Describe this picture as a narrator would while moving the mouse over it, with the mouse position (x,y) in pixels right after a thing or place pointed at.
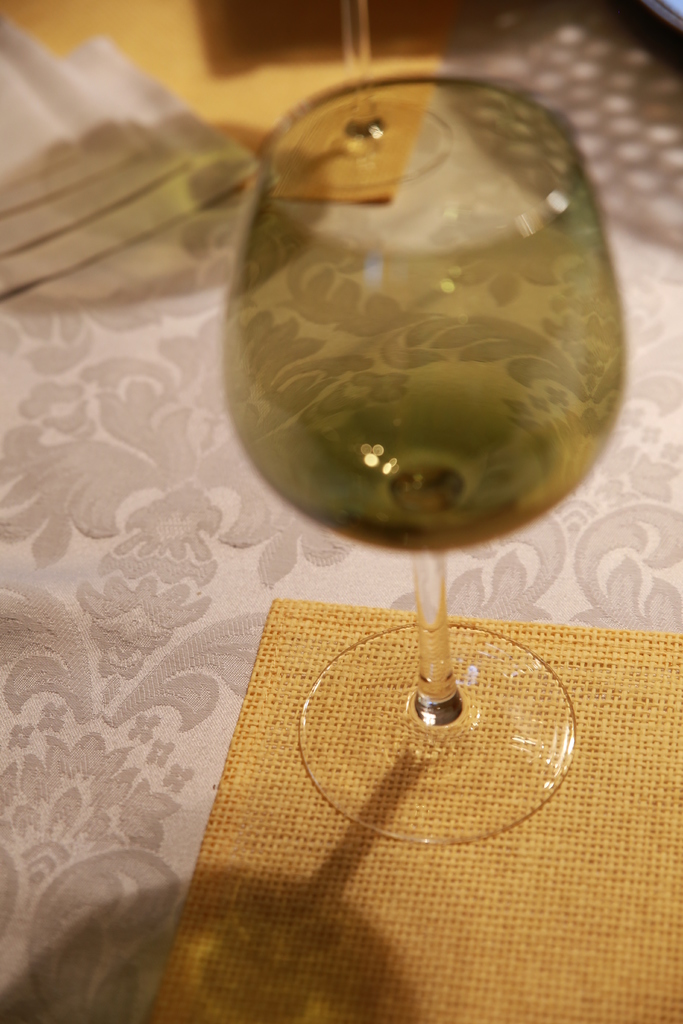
In this picture we can see a glass (302,737), papers (81,111) and these are placed on a platform (117,680).
